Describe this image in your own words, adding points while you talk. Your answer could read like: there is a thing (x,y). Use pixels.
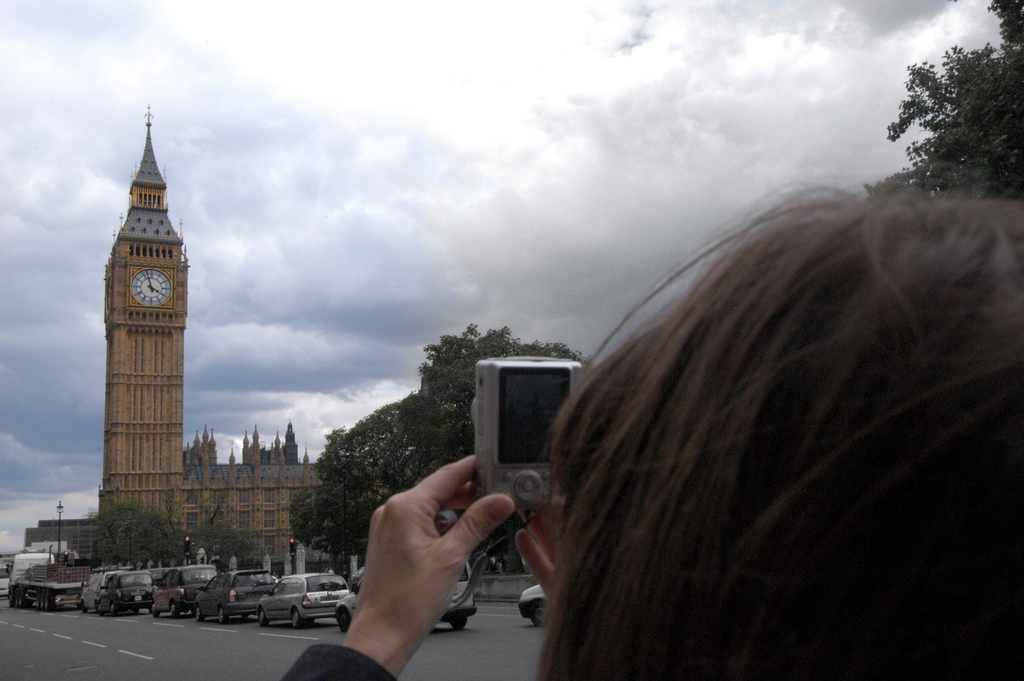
In this image I can see a person (702,519) is standing and holding a camera (519,466) in hand (473,469). In the background (103,649) I can see the road (170,636), few vehicles (75,598) on the road (95,661), few trees (393,478), few buildings (274,488) and a clock (166,297) to the building (158,271). In the background (224,260) I can see the sky (418,194).
